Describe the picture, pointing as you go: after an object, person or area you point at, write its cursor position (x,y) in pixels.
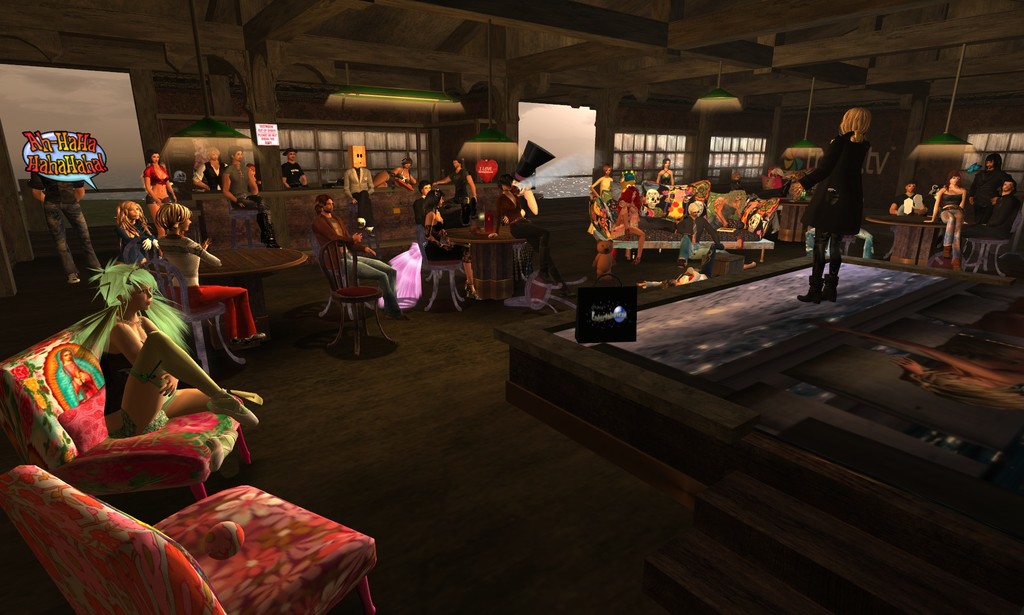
This is an animated image. In this image we can see few persons (693,237) are sitting on the chairs (329,588), hoardings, screen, lights (435,98) hanging to the roof (483,64), windows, a person (861,181) is standing on the stage (796,262) and other objects (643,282).
